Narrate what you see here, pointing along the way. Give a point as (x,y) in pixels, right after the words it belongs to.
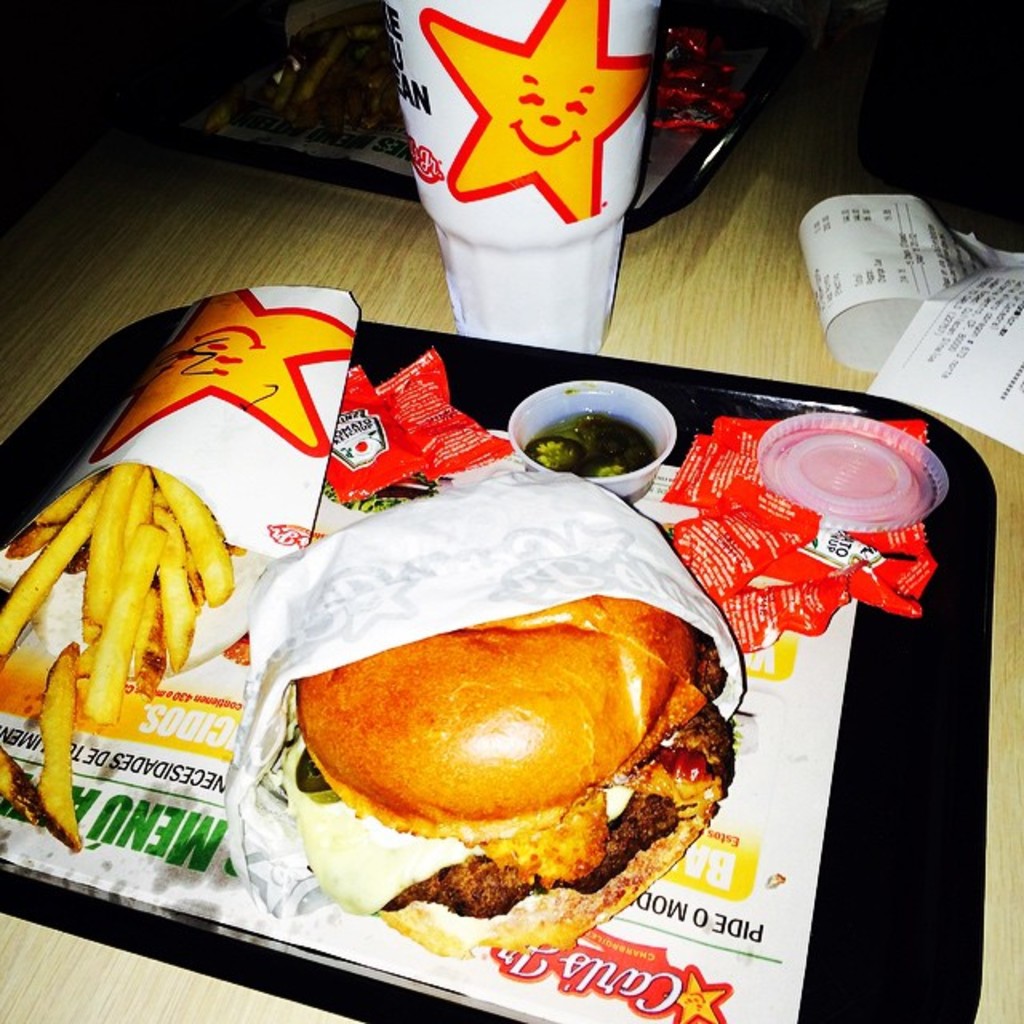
In this picture I can see there is a tray (456,343) of food (584,425), there are fries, burger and there is a disposable glass (470,248). There is another tray (330,88) of food (369,96) in the backdrop (271,52). They are placed on the table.
